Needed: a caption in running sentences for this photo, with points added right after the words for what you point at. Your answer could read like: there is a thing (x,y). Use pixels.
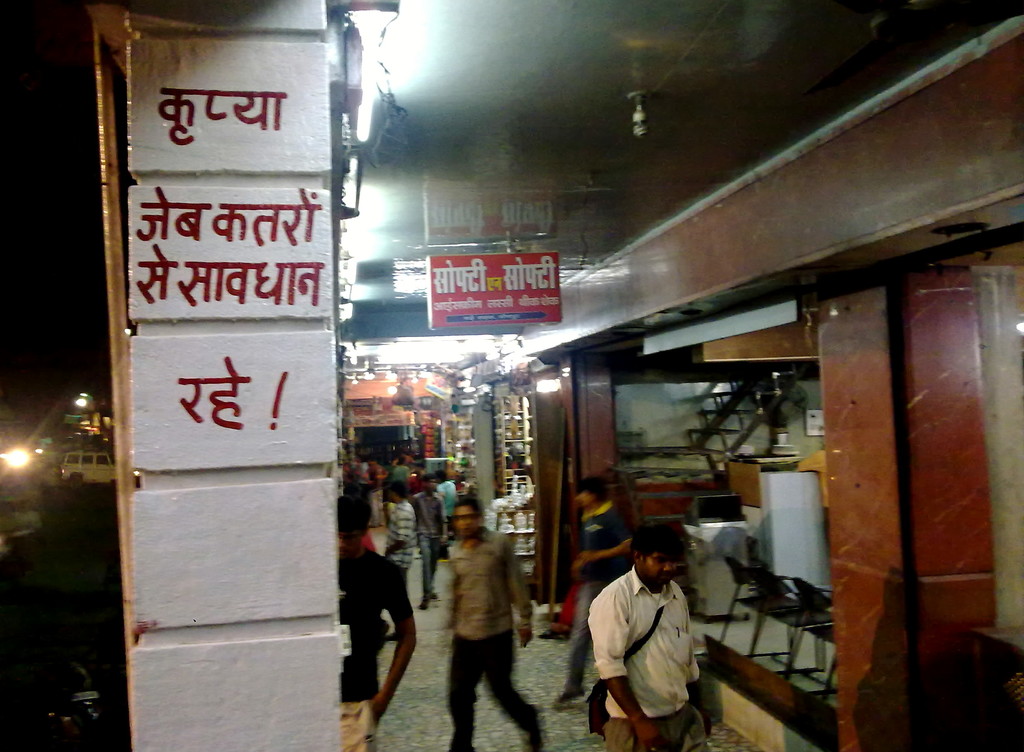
The picture is taken in a building (260,381). On the right (845,273) there is a shop (834,599), in the shop (790,601) there are chairs (746,579) and other objects (792,486). In the center of the picture (390,489) there are people (488,586) walking. At the top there are lights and a banner (446,284). On the left (179,616) there is a pillar (164,368). In the background (81,428) towards left (30,462) there are vehicles (67,463) and lights (105,423). In the center of the background (432,418) there are shops (483,429). In the shops (449,431) there are various objects (472,425).
